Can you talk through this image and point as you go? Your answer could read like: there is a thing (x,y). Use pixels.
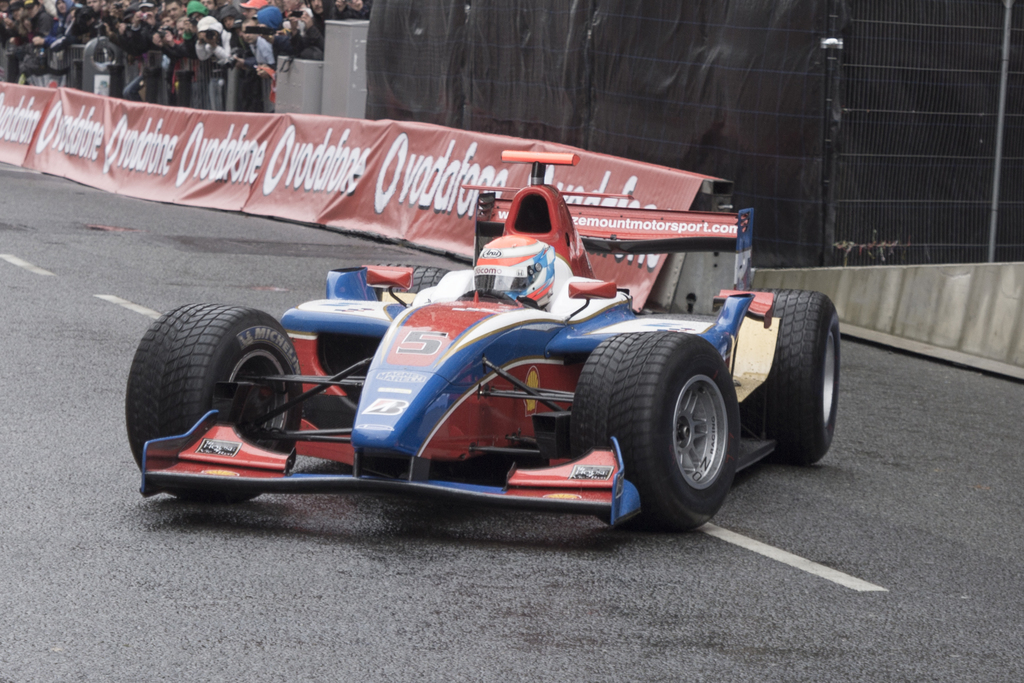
In this image we can see a racing car (525,369) which is in red, blue and white in color is standing on the road (147,601). Behind it one banner (381,172) is present and so many people (174,11) are standing and taking pictures.
